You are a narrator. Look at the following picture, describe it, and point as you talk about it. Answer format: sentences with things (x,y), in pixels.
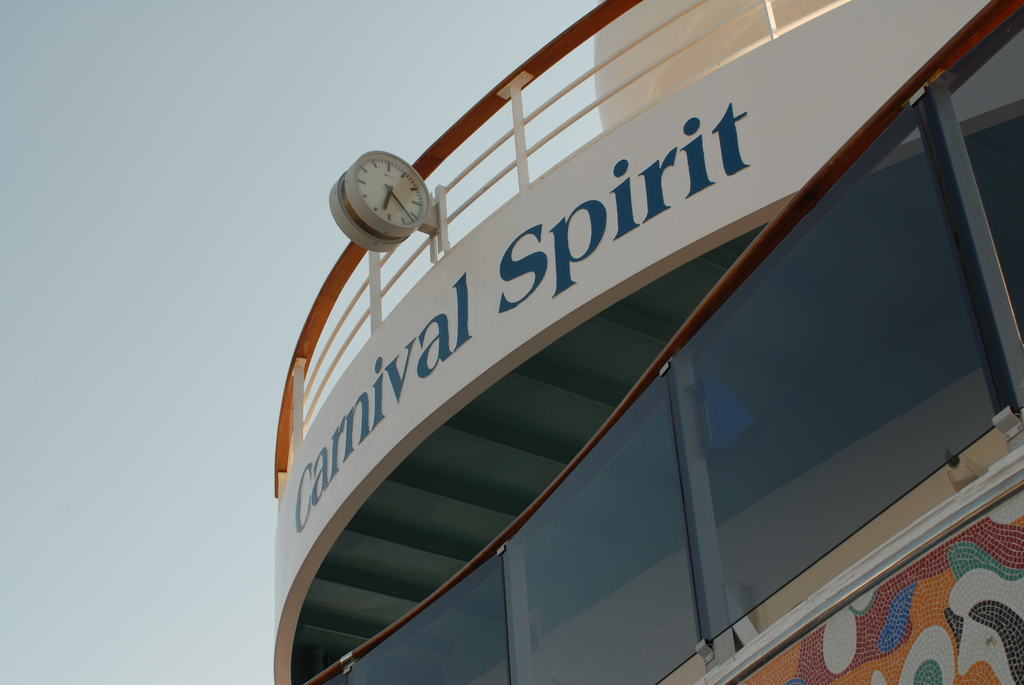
In this image in the center (496,425) there is ship (465,366) with some text (385,394) written on the wall (465,326) of the ship (461,279) and there is a clock (424,211) hanging and there are mirrors (768,492) on the ship (765,517) and the sky (157,315) is clear.
